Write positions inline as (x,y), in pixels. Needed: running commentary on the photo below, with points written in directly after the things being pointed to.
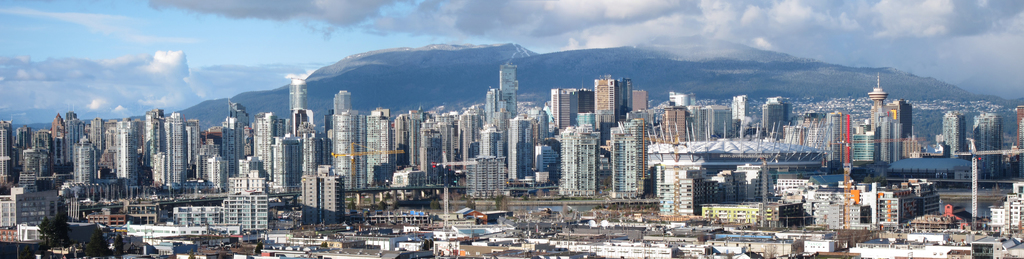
In this image there are buildings (438,180), trees (260,246), cranes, mountains (490,57) and water (968,206). At the top of the image (187,42) there are clouds (113,27) in the sky (100,22).
